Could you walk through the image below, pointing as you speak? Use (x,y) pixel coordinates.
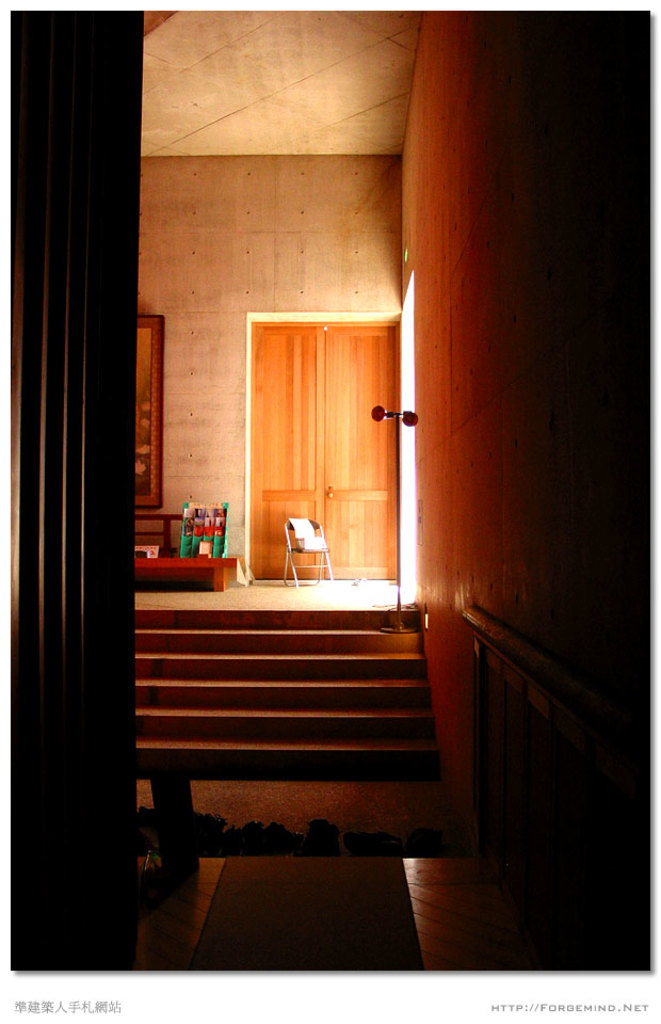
In this image we can see staircase (245,660), railing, glass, door (305,423), wall hanging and a chair (329,558) on the floor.
